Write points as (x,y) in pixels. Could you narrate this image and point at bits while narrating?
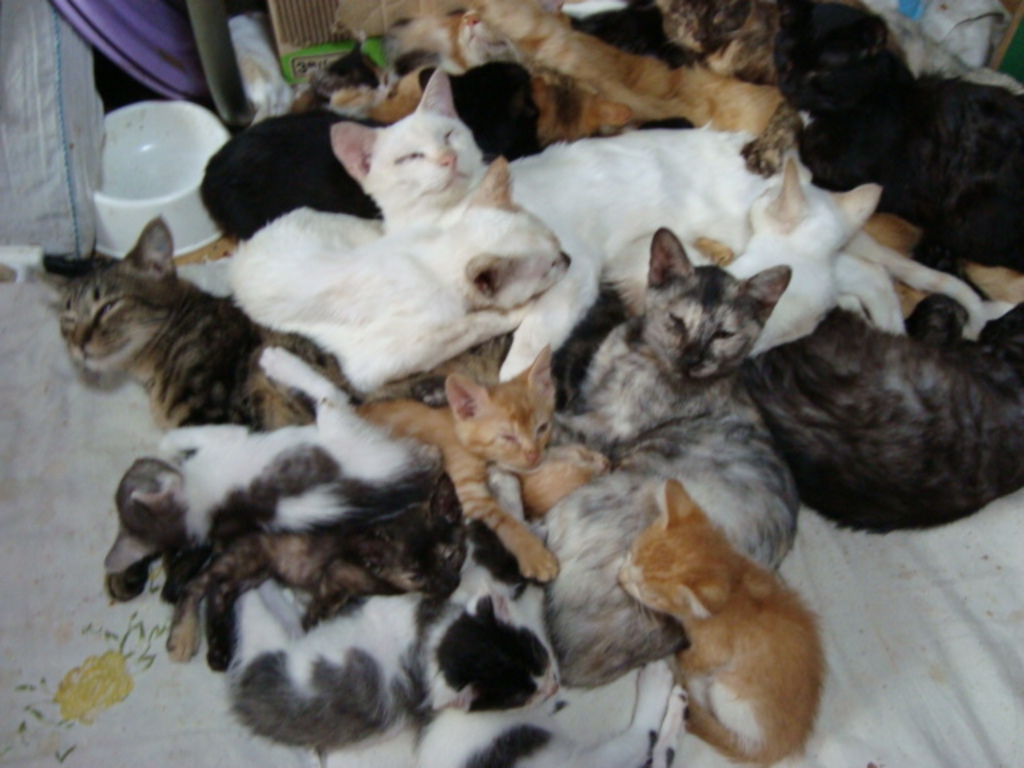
In this picture we can see a group of cats (820,395) on a cloth (955,646), bowl (124,216) and in the background (37,106) we can see some objects (94,14).
